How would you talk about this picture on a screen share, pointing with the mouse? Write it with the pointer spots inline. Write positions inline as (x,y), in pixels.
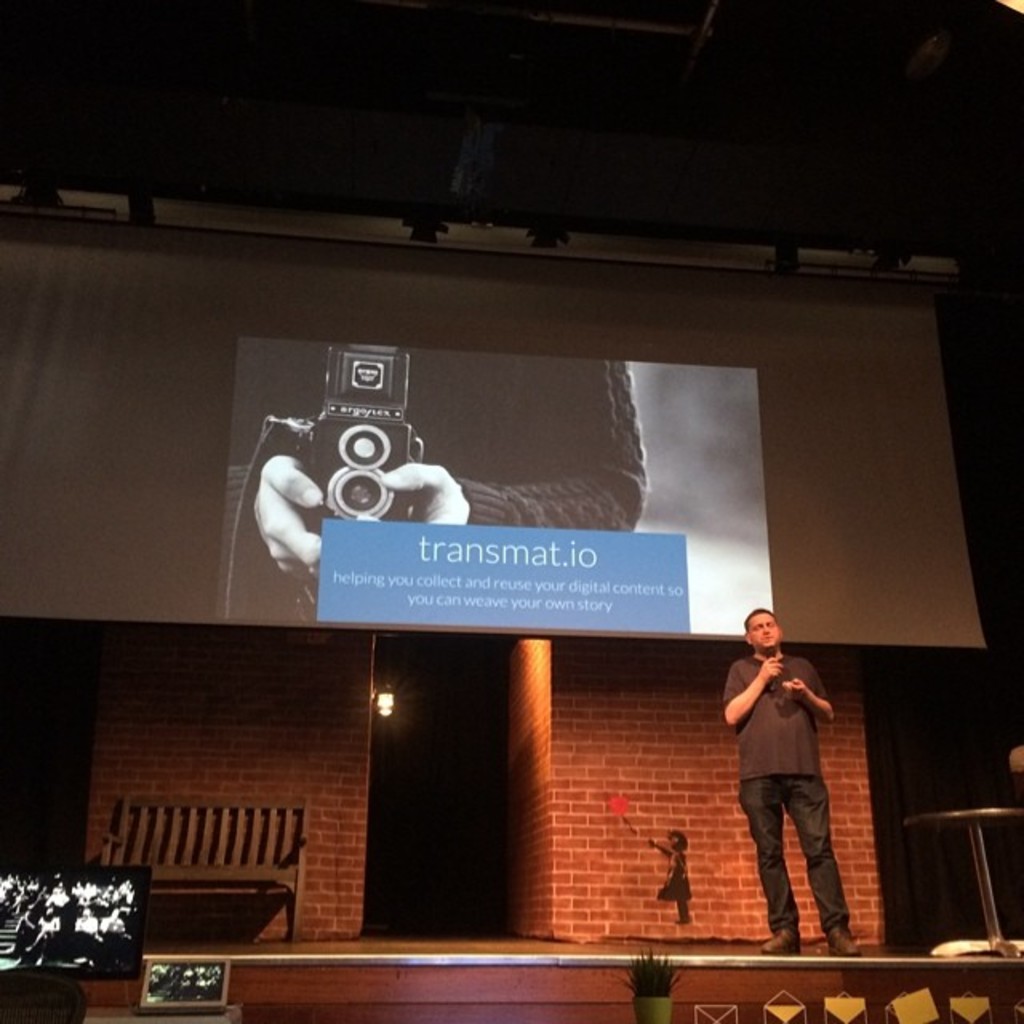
In this image I can see the stage (516,947), a screen (67,924), a person (776,874) standing on the stage (549,951) holding microphone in his hand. In the background (667,704) I can see the wall (706,721), a light (381,702), a huge screen (367,514) and the ceiling (661,60).
